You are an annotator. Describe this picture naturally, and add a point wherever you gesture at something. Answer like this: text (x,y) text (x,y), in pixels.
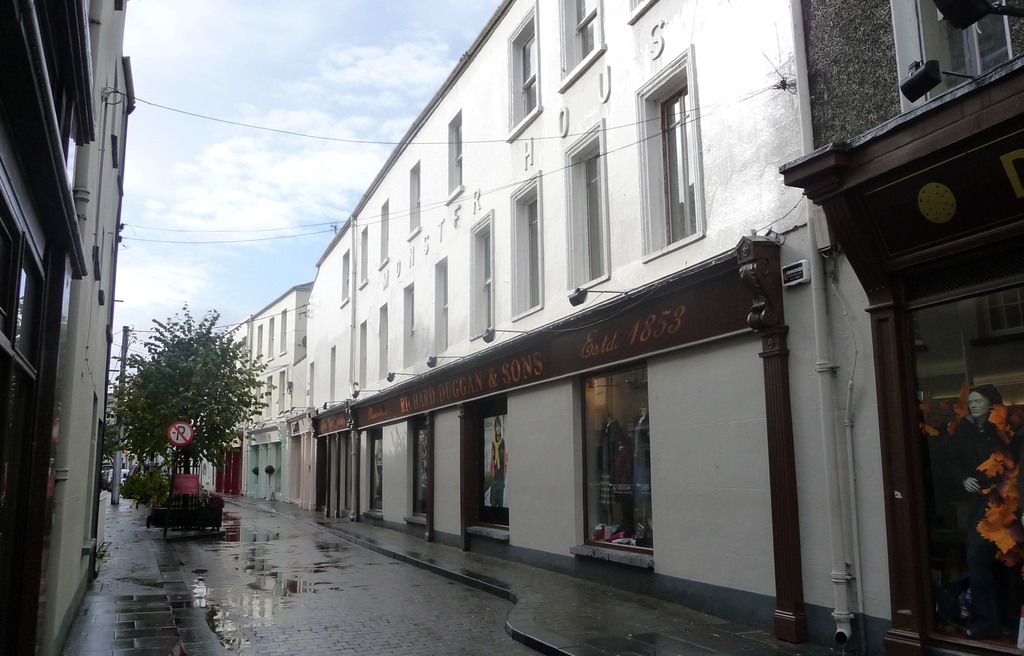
In this image there is a board (172,441) attached to the pole (171,493). There are trees (192,401) and plants (162,483) on the pavement (138,526). There are vehicles (127,468) on the road (280,553). There is a pole (123,364) connected with the wires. Background there are buildings (354,289). Top of the image (317,125) there is sky (290,159). Right side (975,420) there is a mannequin (974,480) behind the glass wall (971,497).
